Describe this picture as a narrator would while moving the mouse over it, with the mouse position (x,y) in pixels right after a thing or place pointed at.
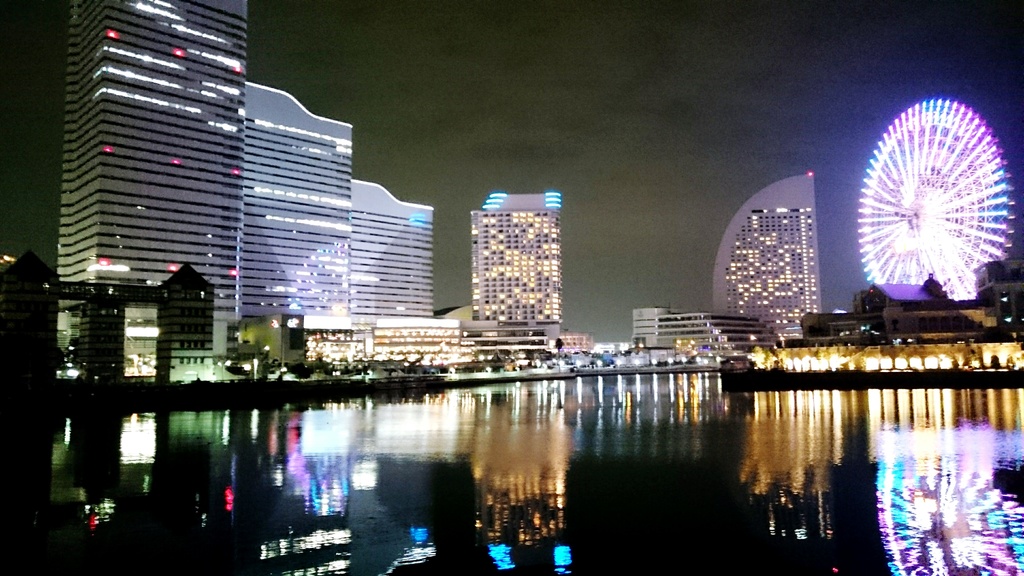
At the bottom of this image (650,462), there is water (155,477). In the background (117,182), there are buildings (113,142) which are having lights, there is a giant wheel (966,161), which is having lighting (947,150), there are lights (685,343) arranged and there are clouds (548,53) in the sky (546,53).
